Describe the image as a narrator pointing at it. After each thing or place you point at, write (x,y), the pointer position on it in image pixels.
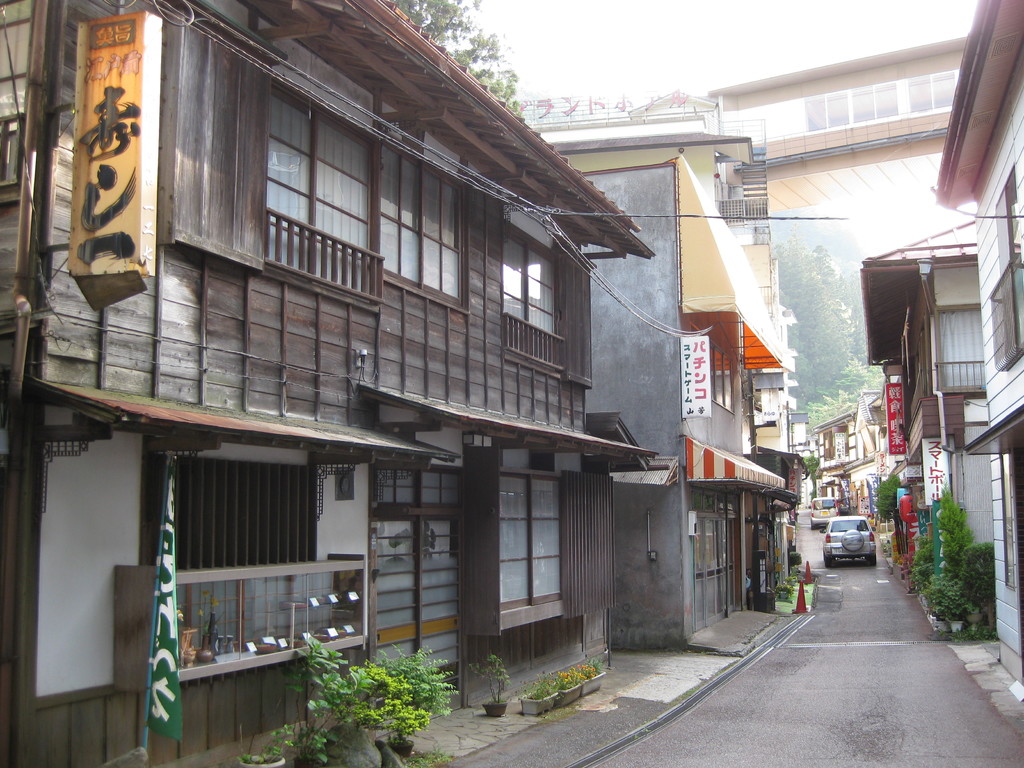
In this image I see the buildings (604,318) and I see boards (706,396) on which there are words (932,450) written and I see the cones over here. I can also see the plants (374,672) and I see 2 cars (863,518) over here and I see the road (869,585). In the background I see the trees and the sky (761,8).
